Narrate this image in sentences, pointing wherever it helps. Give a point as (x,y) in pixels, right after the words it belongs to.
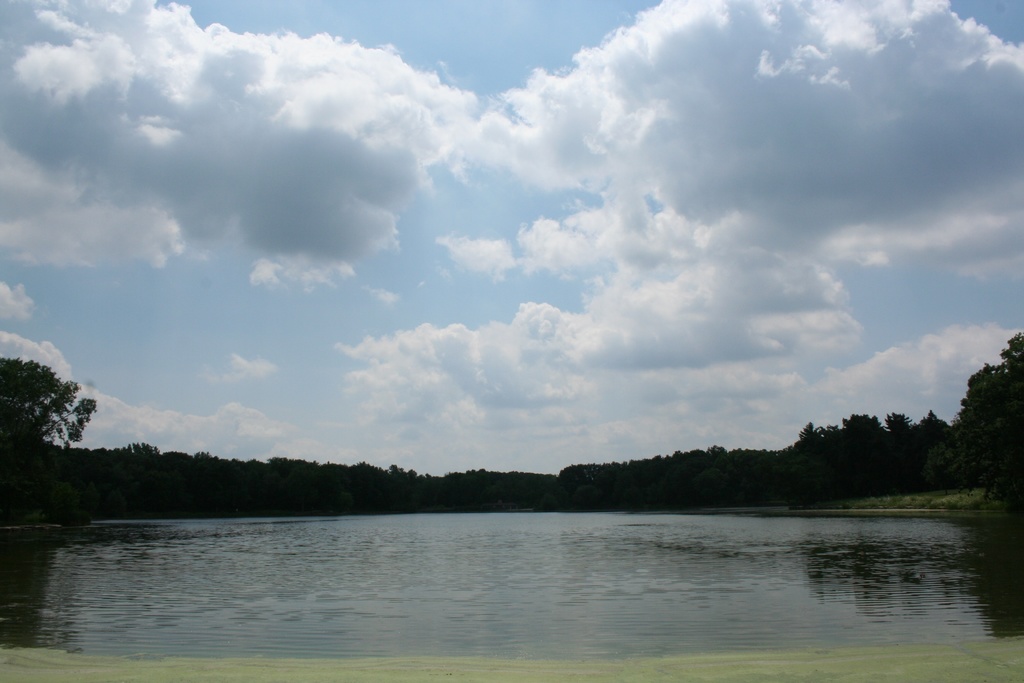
In this image there is a river (569,609), around that there are so many trees (669,461) and clouds (651,395) in the sky (651,395).
